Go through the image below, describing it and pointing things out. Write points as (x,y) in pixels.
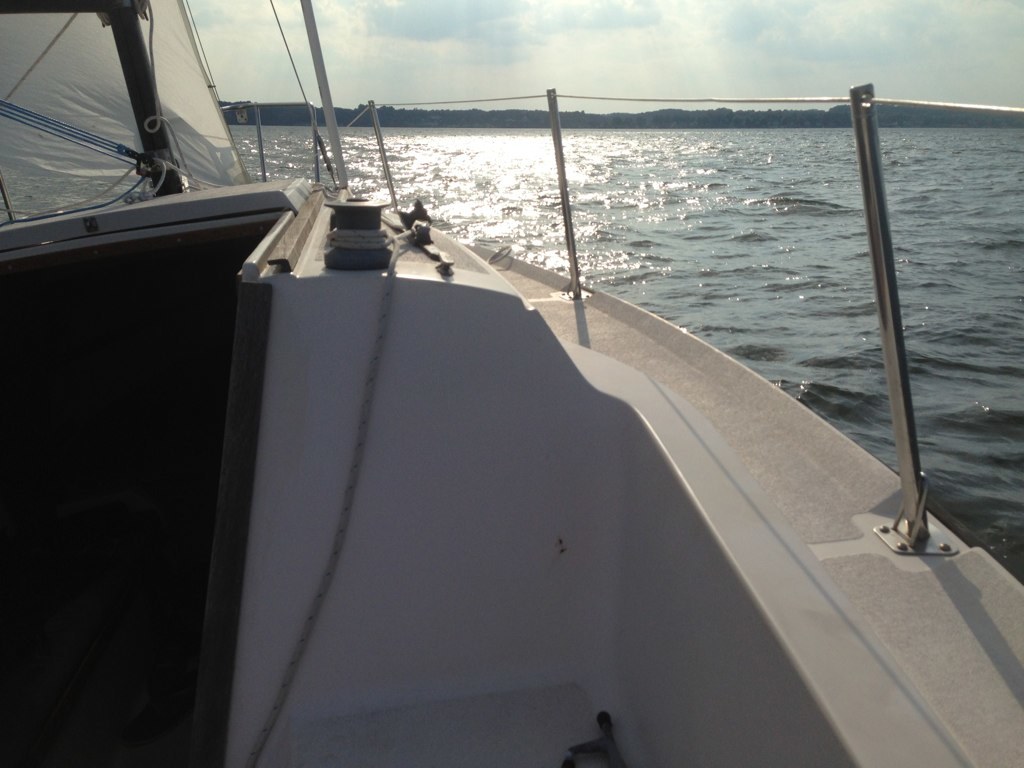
In this image I see a boat (426,472) and I see the white cloth (54,24) over here and I see the silver rods (380,141) on which there is a white color thing (828,98) on it and I see the water (648,156). In the background (326,2) I see the cloudy sky (702,43).
